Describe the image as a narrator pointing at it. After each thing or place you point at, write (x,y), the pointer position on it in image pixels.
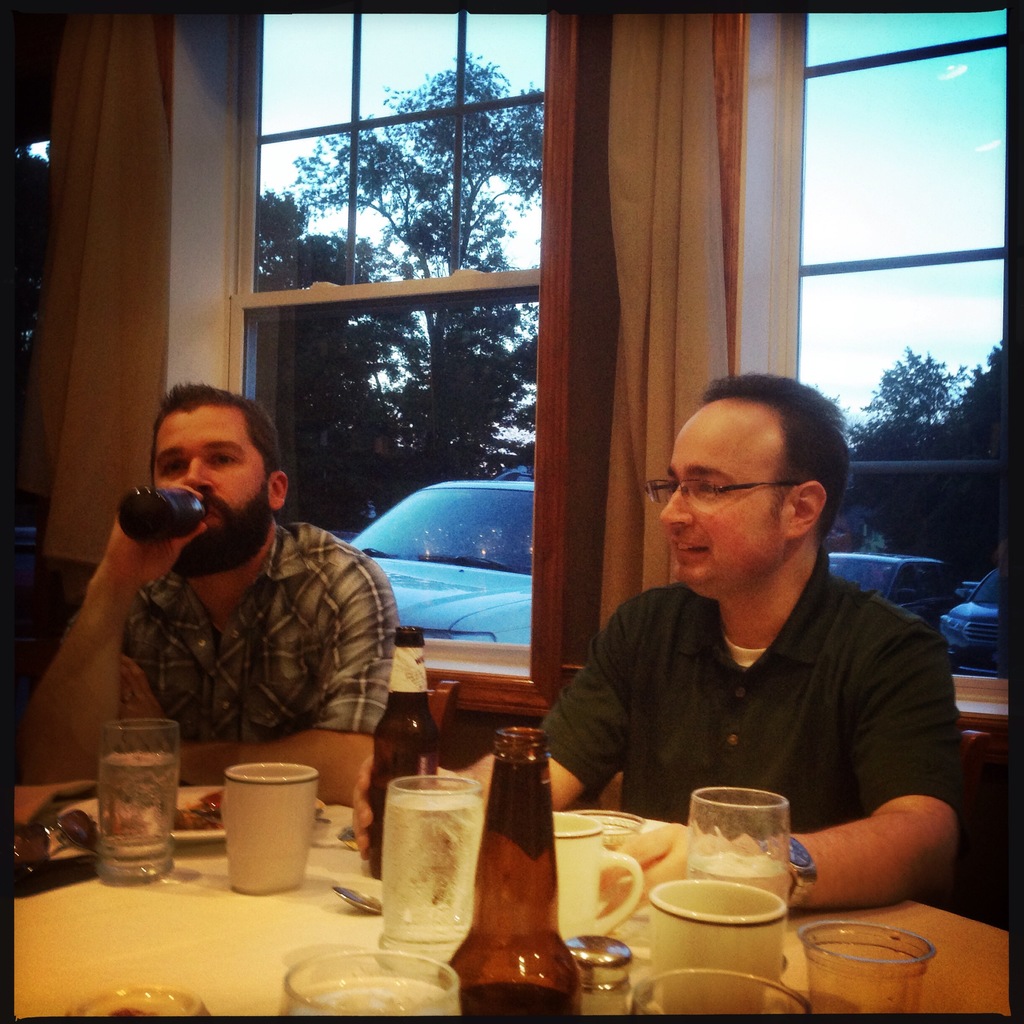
In this picture we can see two people (231,760) sitting on the chair (973,780) in front of a table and on table (592,836) we have some glasses (436,833), bottles (519,759) and some food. Behind them there is a window (391,155) which has a curtain (655,87) and we can see cars (430,553) and some trees (991,545).
